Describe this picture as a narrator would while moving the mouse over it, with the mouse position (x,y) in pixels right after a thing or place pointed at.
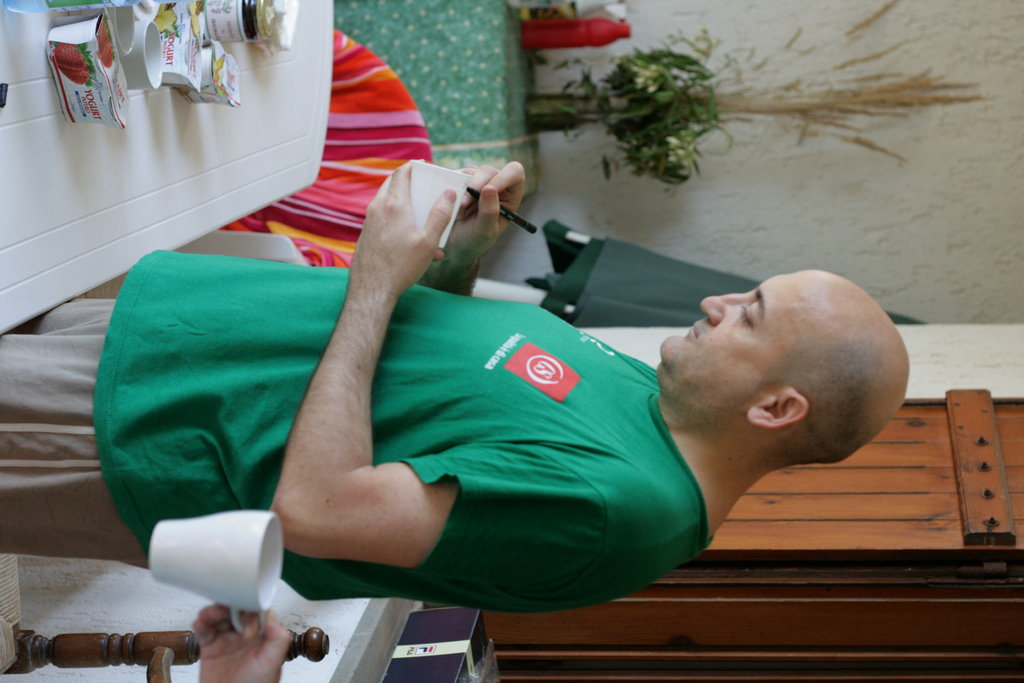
In this image in the center (531,396) there is one person (474,405) who is standing and he is holding a notepad (419,191) and writing something. In front of him there is one table (21,207), on the table (236,134) there are some cups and some boxes (66,77). And in the background (499,98) there are some tables (493,84), chairs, bottles (542,46), flower pots (594,84). In the center (664,273) there are some clothes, at the bottom (785,500) there are wooden doors (744,624) and one box (429,629) and also at the bottom (203,635) there is another person (228,634) who is holding a cup (234,558).
